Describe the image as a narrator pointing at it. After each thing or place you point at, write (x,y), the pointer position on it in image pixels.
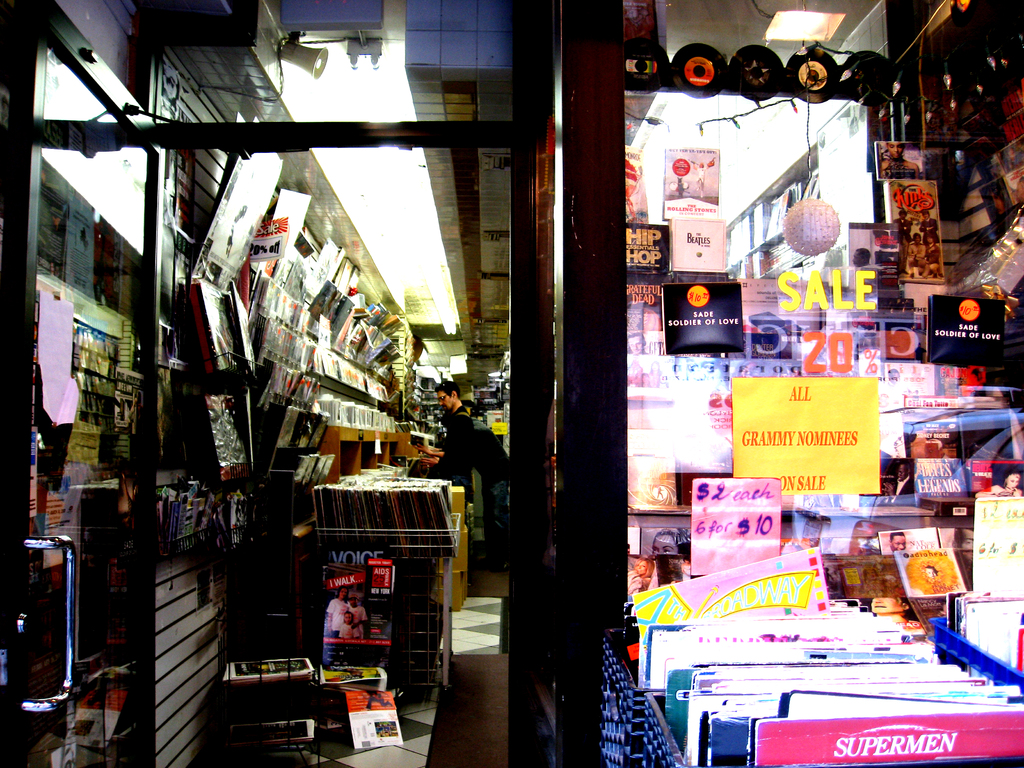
In this image I can see the store (308,580). Inside the store (244,469) there are many objects (278,323) in the rack (261,328). To the side there is a glass (683,466). From the glass (726,428) I can see many objects (689,502). In the top (806,32) there are lights (424,190) and these objects (708,609) are colorful.
